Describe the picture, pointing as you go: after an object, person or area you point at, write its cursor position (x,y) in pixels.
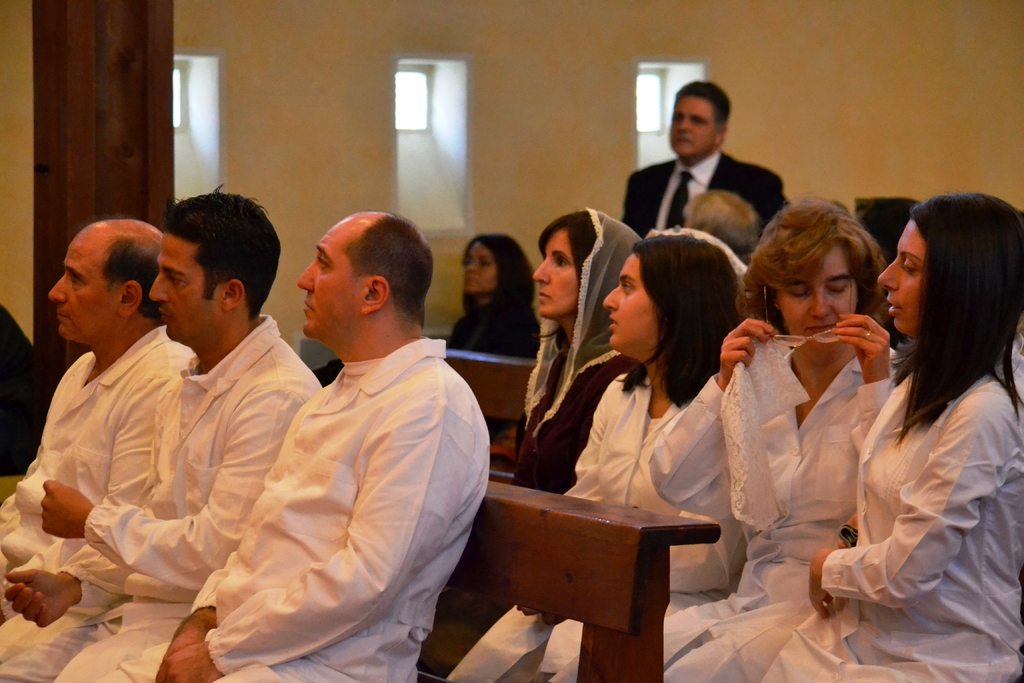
In the picture I can see few persons (404,488) sitting on benches (503,462) and there is a person (683,160) standing in the background (715,170).
